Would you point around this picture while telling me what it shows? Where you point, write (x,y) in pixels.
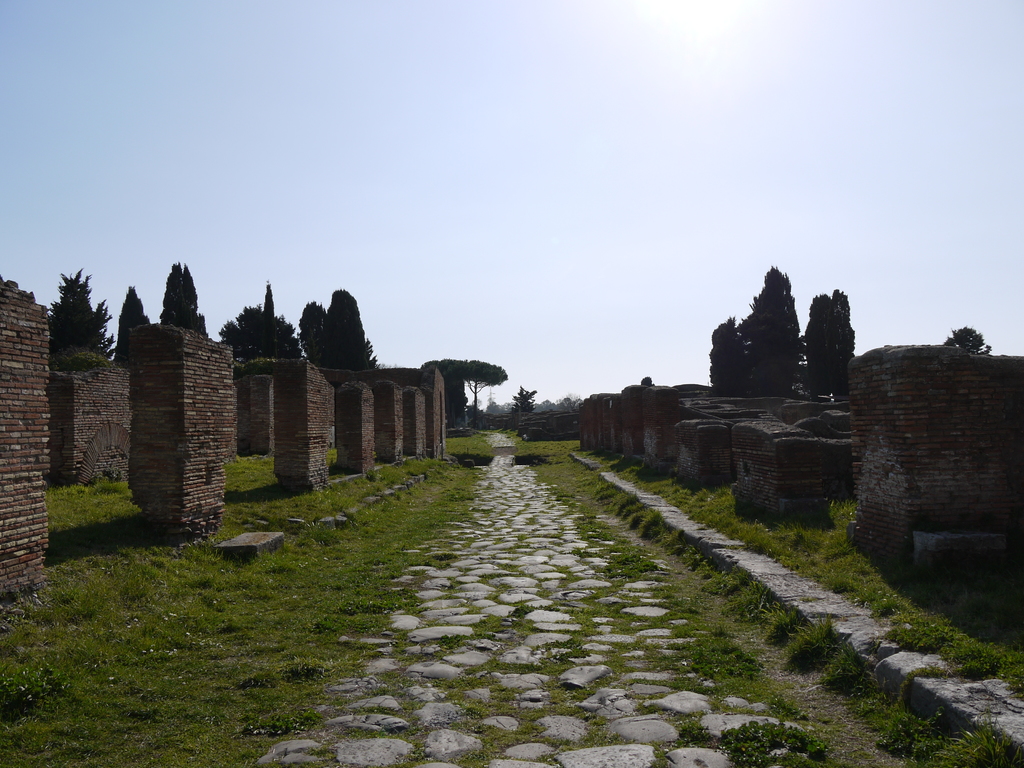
This image consists of walls (244,422). At the bottom (275,649), there is green grass (268,635) on the ground (158,595). In the middle (536,507), there is a path (365,751). On the left (80,298) and right, there are trees (80,318). At the top (408,169), there is sky (449,251).
